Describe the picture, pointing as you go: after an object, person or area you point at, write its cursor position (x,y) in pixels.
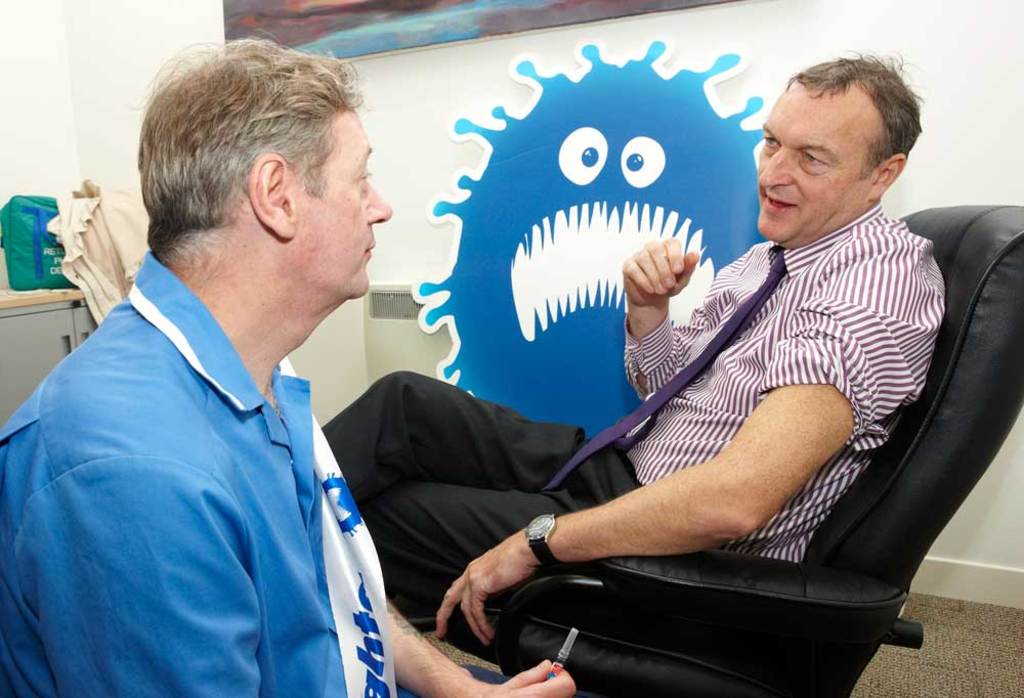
Two people (730,431) are present in the picture where one man (418,562) at the right corner (837,467) is sitting on the sofa chair (773,643) and wearing a tie (753,306) and shirt (826,348) and in front of him another person (262,557) is sitting in a blue dress (213,555) where a syringe (560,660) in his hands (541,688) and behind them there is one table (23,309) on which one bag (44,245) is present and there is one wall (847,55) on which some cartoons (505,321) on it.
